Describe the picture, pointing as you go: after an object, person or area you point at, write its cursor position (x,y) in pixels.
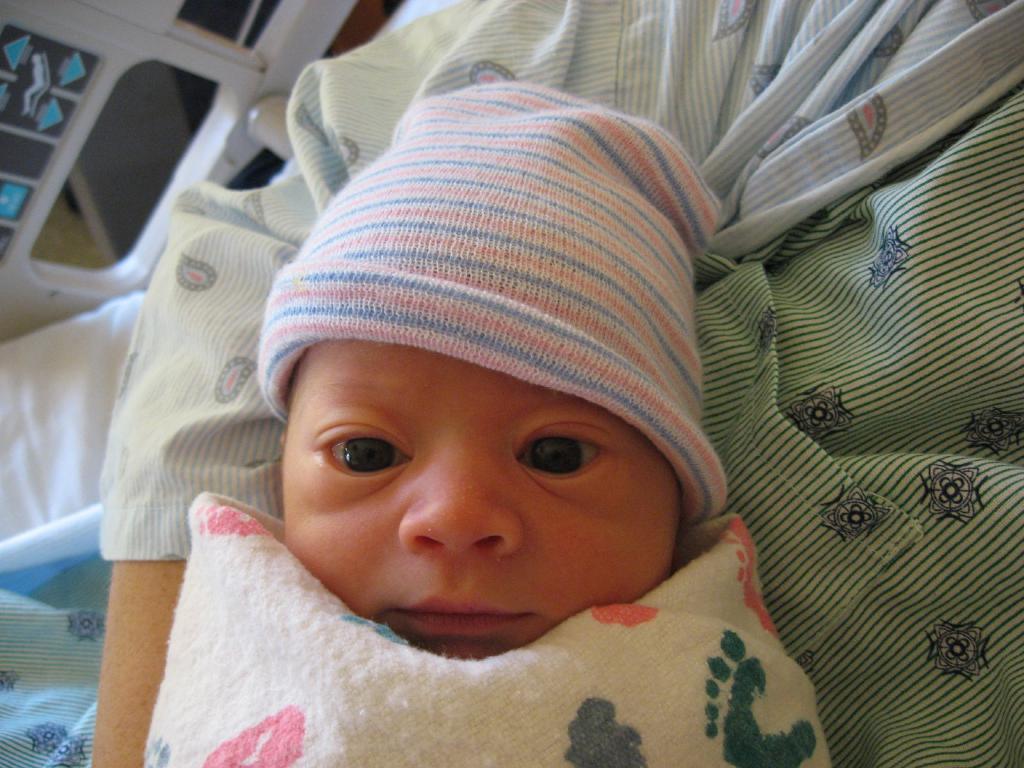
In the picture I can see a person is carrying a child (476,486). The child (450,535) is wearing a cap (560,377) and covered with clothes (425,716). In the background (159,144) I can see some objects (60,92).
